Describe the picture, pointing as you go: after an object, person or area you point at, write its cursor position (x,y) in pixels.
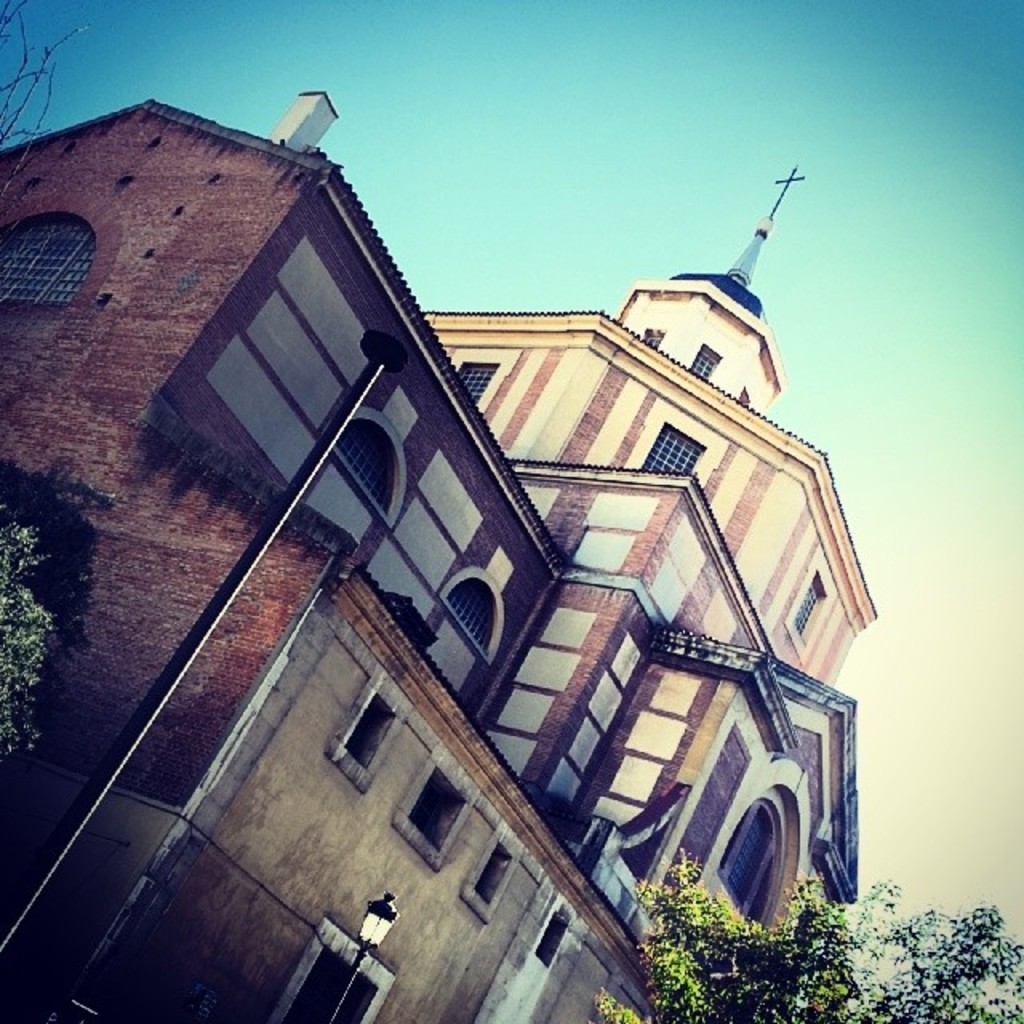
In this image I can see the building (496,717), in front of the building (769,876) I can see the tree (818,895) and street light pole (389,908) and at the top (746,37) I can see the sky (461,49).
